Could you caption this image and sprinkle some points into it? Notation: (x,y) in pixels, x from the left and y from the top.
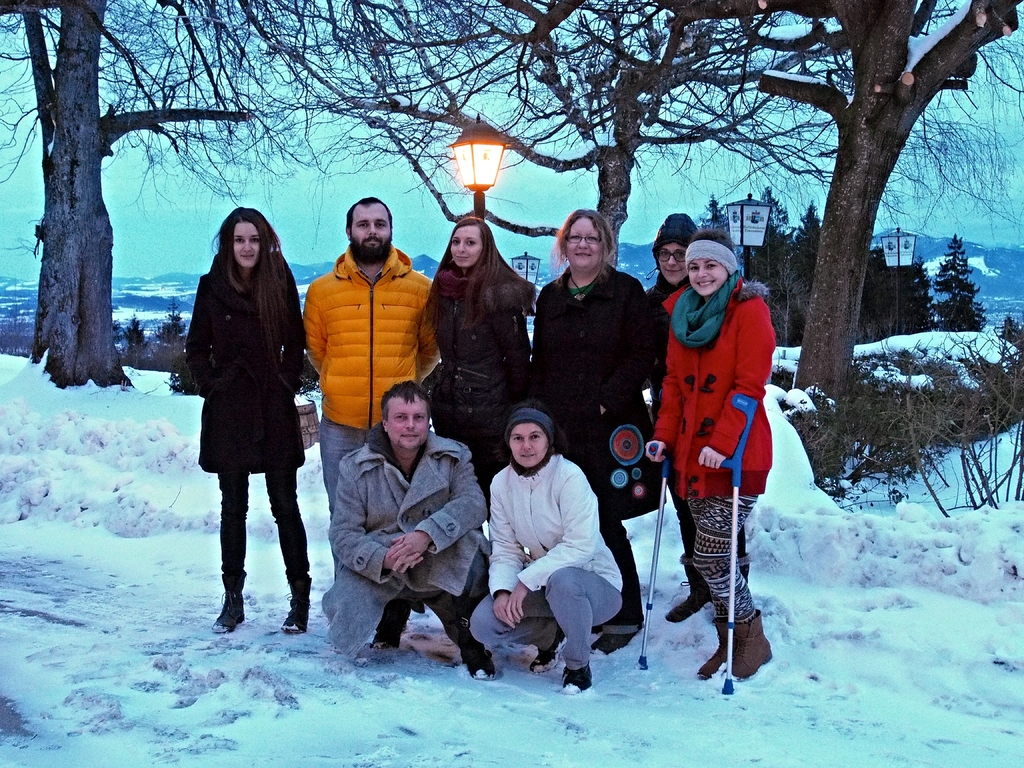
This image is taken outdoors. At the bottom of the image (127,637) there is a ground (133,654) covered with snow (811,673). In the background (136,314) there are a few hills (176,288), trees (921,288) and plants (892,382). There are a few street lights (910,243). There is a sky (255,164) with clouds (165,203). In the middle of the image (468,320) a few people (590,377) are standing in the snow (706,630) and a man (413,509) and a woman (565,505) are in a squatting position.
